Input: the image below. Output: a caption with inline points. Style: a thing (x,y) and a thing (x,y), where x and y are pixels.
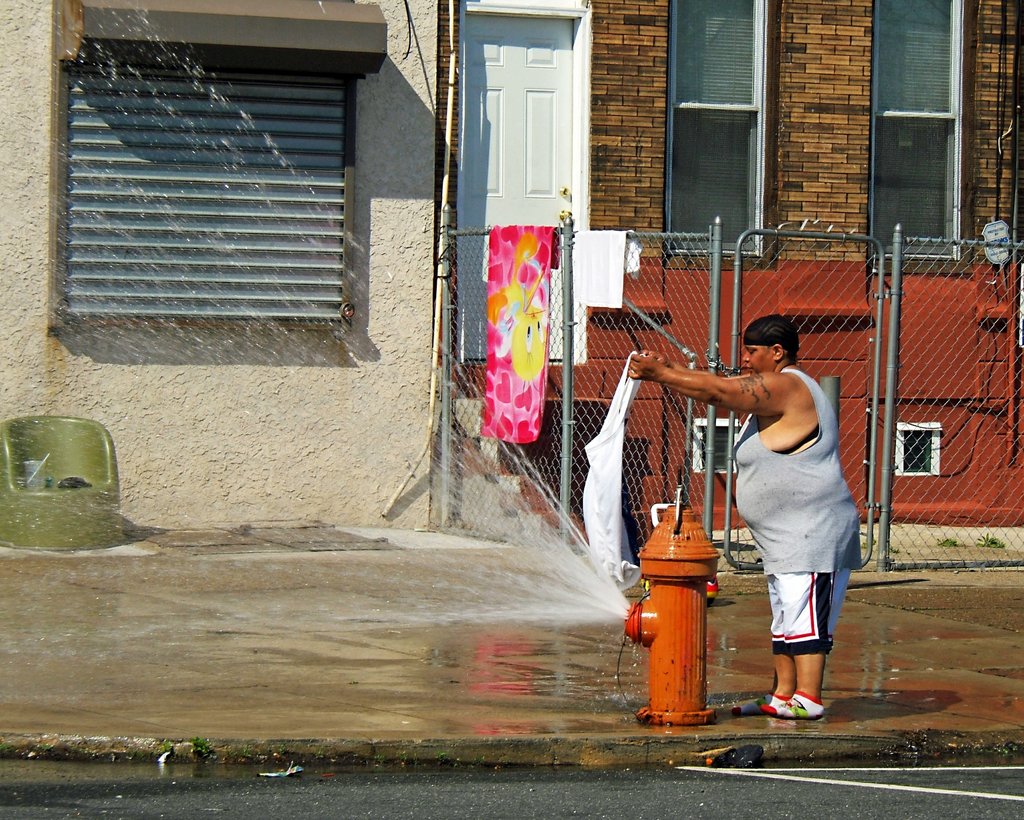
This image is taken outdoors. At the bottom of the image (426,779) there is a road (486,791) and there is a sidewalk (383,690). In the background (188,343) there is a building (411,397) with walls (614,157), windows (742,118), a window blind (217,178) and a door (527,27). On the left side of the image (28,543) there is a chair (50,442). On the right side of the image (812,356) there is a mesh (615,363) and a few iron bars (565,355) and there is a towel (524,370) on the mesh (846,376). A man (696,379) is standing on the sidewalk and he is holding a cloth (637,380) in his hands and there is a hydrant (650,554).
